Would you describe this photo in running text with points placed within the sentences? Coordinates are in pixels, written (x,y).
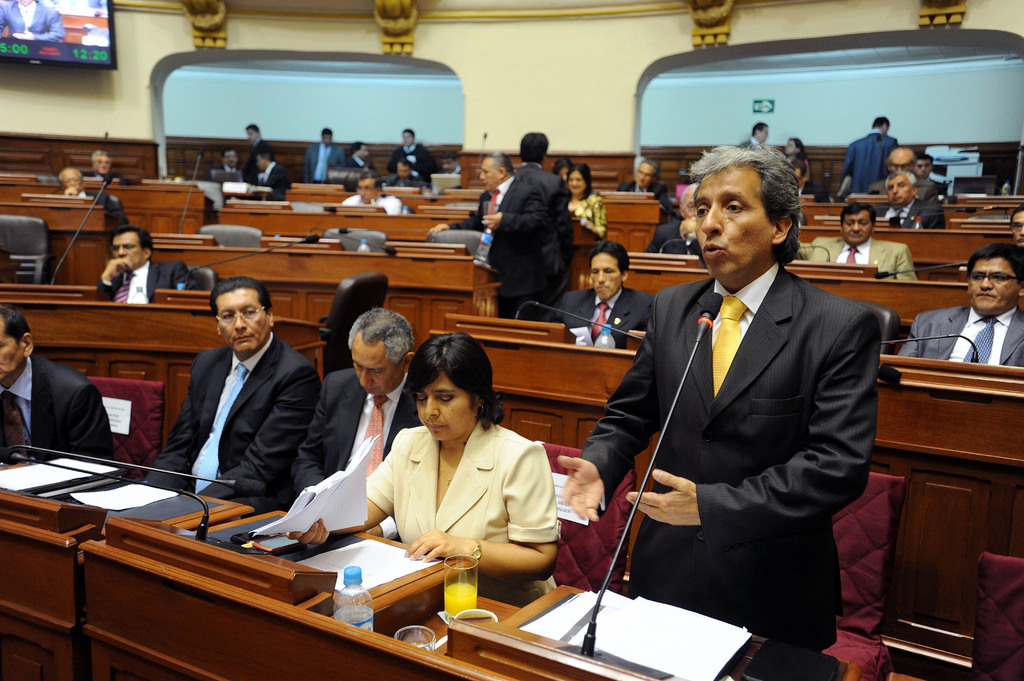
In this image we can see a group of people (498,471) sitting on the chairs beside a table (398,615) containing some papers (394,566), bottles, glasses (474,594) and some mics (601,595) with stand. In that a woman (454,514) is holding the papers (323,509). On the right side (690,331) we can see a person (702,463) standing. On the backside (422,168) we can see a television (113,59), a wall (170,101) and some people (517,197) standing.
